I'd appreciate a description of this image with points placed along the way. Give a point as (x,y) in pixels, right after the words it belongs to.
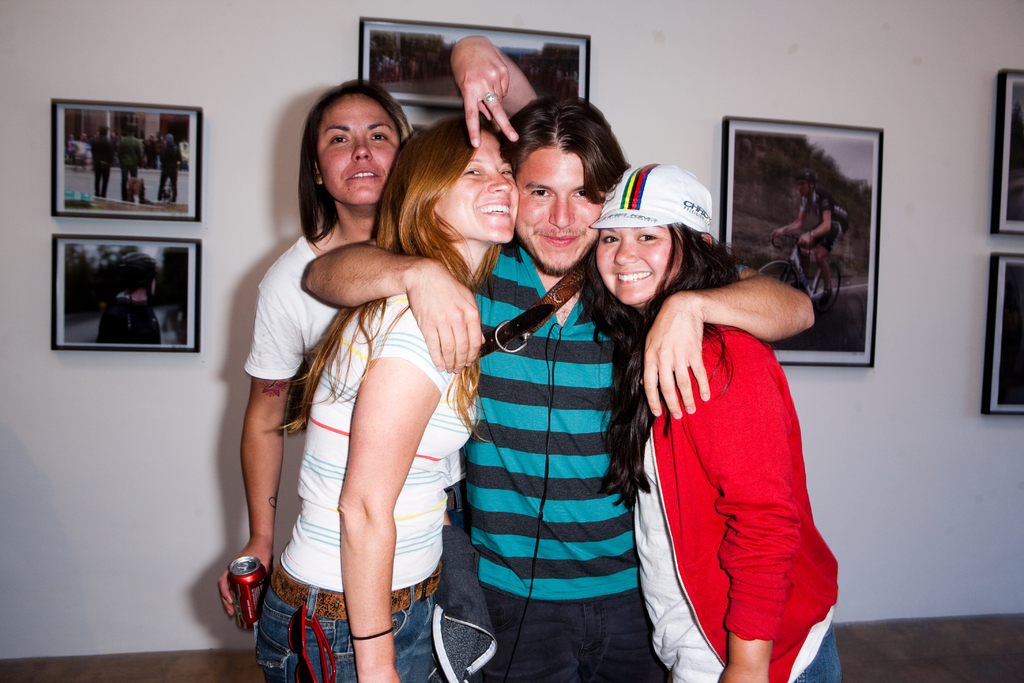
In the picture we can see three girls (413,397) and one man (513,527) is standing together and they are smiling and one girl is holding a coke tin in the hand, which is red in color and behind them, we can see a wall (948,20) with some photo frames (864,174) in it and on it we can see some images (1008,396).
